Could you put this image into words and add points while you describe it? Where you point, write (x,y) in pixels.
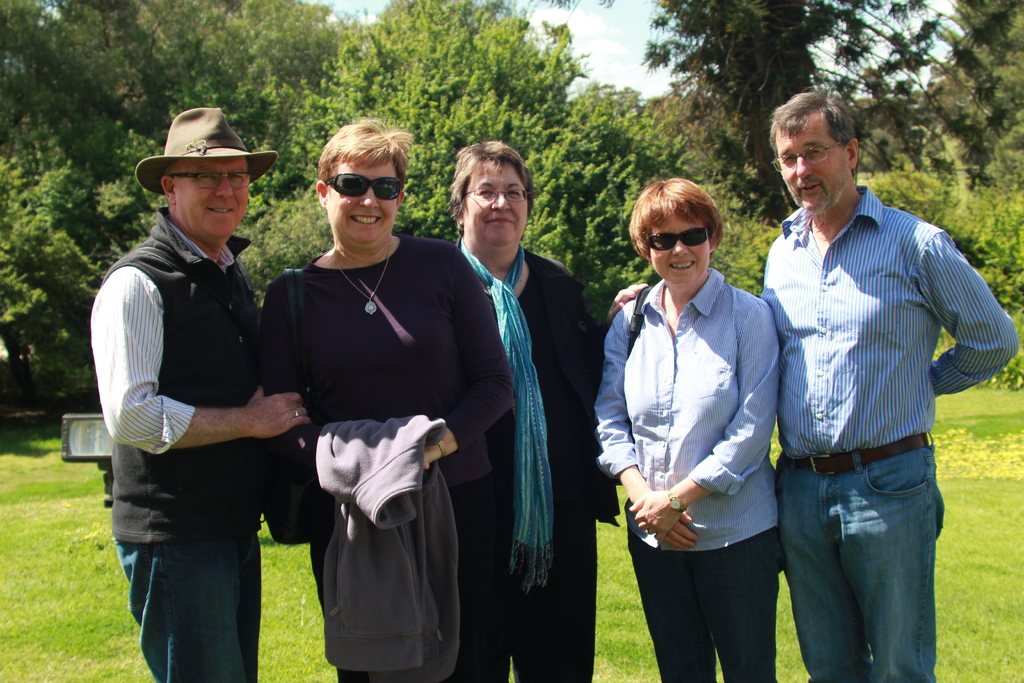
In this image we can see few people (857,539) standing on the ground (964,536), in the background (640,27) there are few trees (566,161), sky (639,65) and an object (90,439) looks like a light (98,451).
